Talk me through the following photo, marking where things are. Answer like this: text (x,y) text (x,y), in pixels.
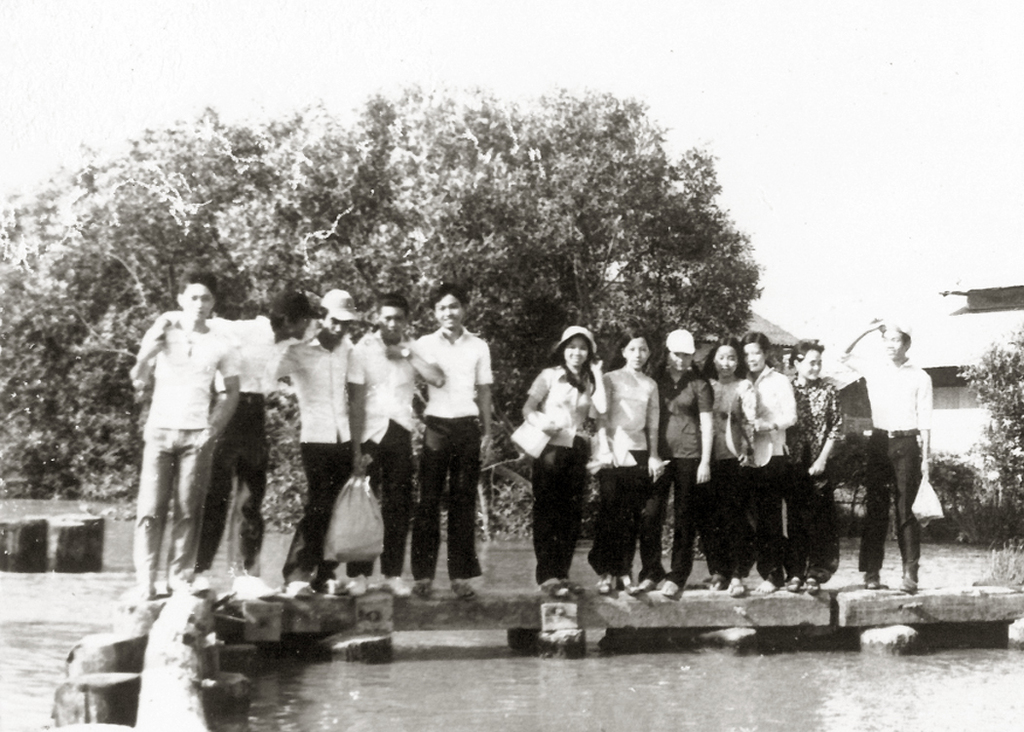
In this image in front (465,713) there is water (483,715). There are people (555,491) standing on the wooden platform (177,636). In the background of the image (453,186) there are trees (730,226), buildings (991,321) and sky (859,170).
